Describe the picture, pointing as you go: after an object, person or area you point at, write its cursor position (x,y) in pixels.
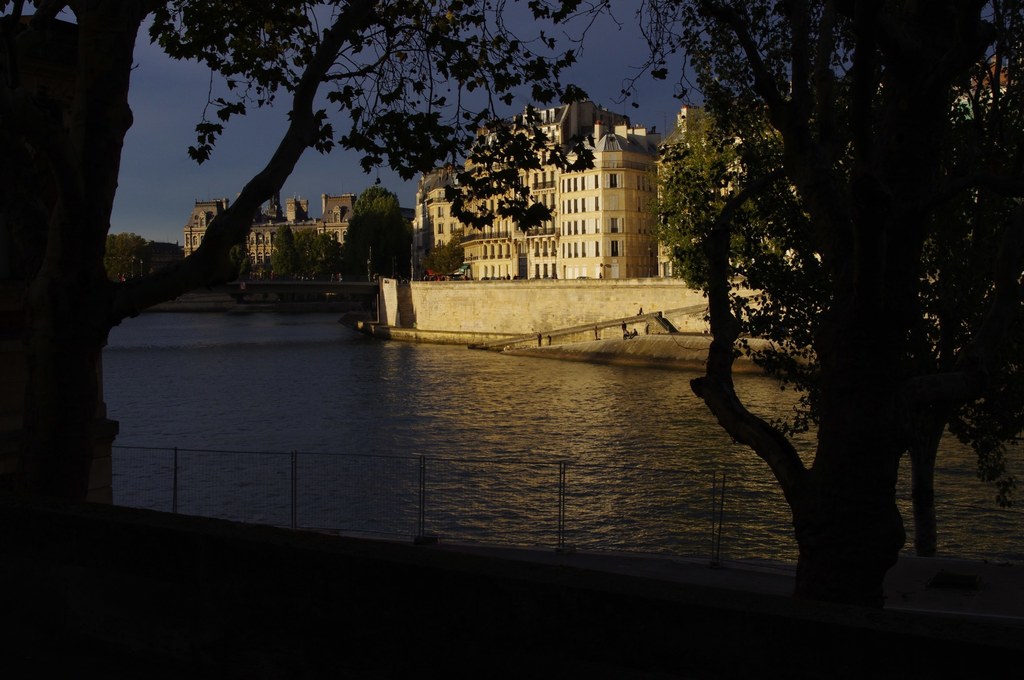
In this image I can see a fence (551,499), water (492,474), trees (807,499), buildings (649,243), light poles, vehicles (455,275) on the road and the sky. This image is taken may be near the lake (463,455).
